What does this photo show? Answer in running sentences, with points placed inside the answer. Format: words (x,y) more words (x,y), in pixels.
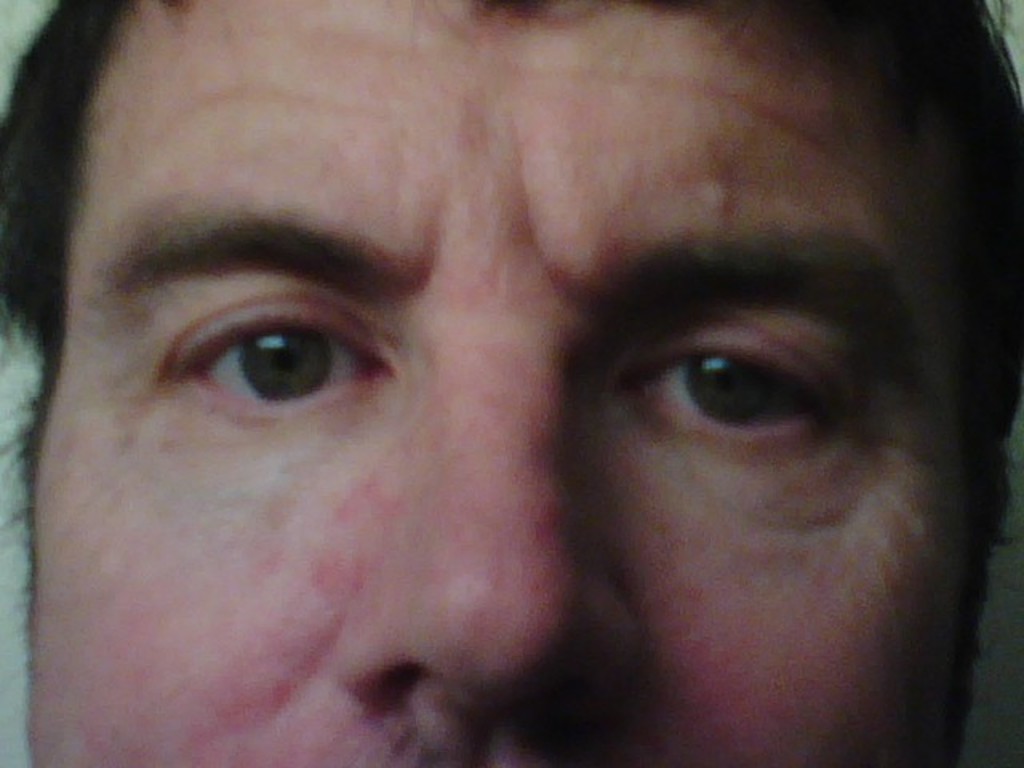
In this picture we can see a person's face (585,498).
